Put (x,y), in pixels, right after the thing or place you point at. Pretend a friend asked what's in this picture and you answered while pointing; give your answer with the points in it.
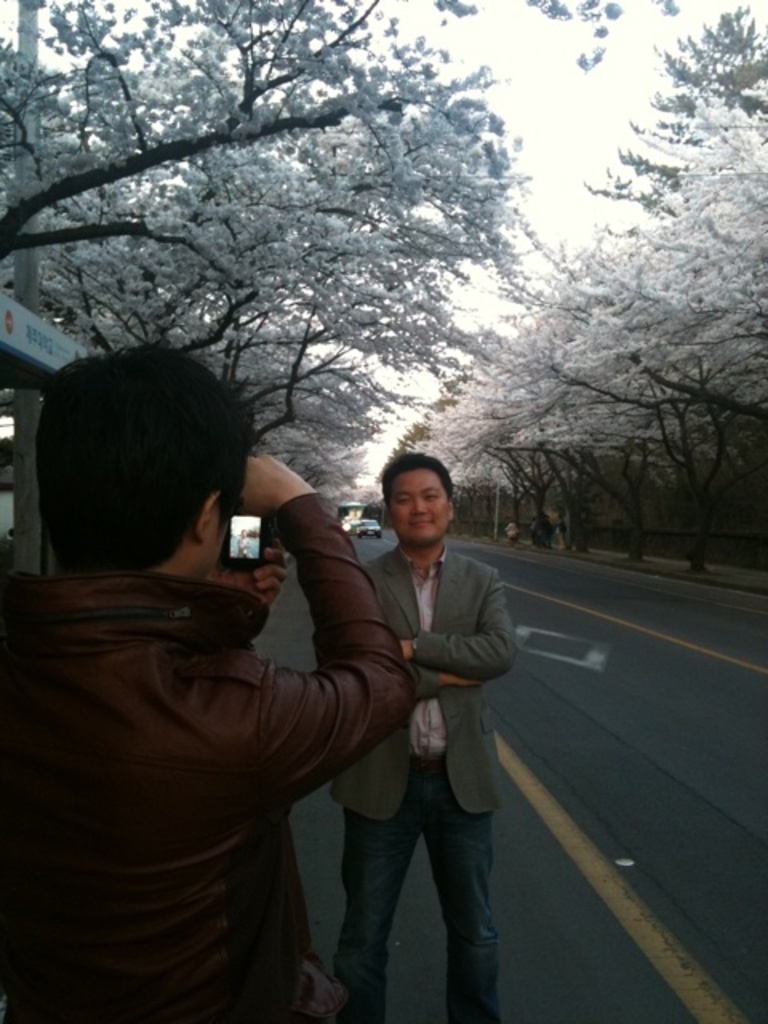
In this picture there is a man (466,699) standing on the road (434,936). In the front (120,688) there is a boy (225,717) taking the photo from the camera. Behind there is a road (647,638) and trees (378,300) with white flowers (252,307).
